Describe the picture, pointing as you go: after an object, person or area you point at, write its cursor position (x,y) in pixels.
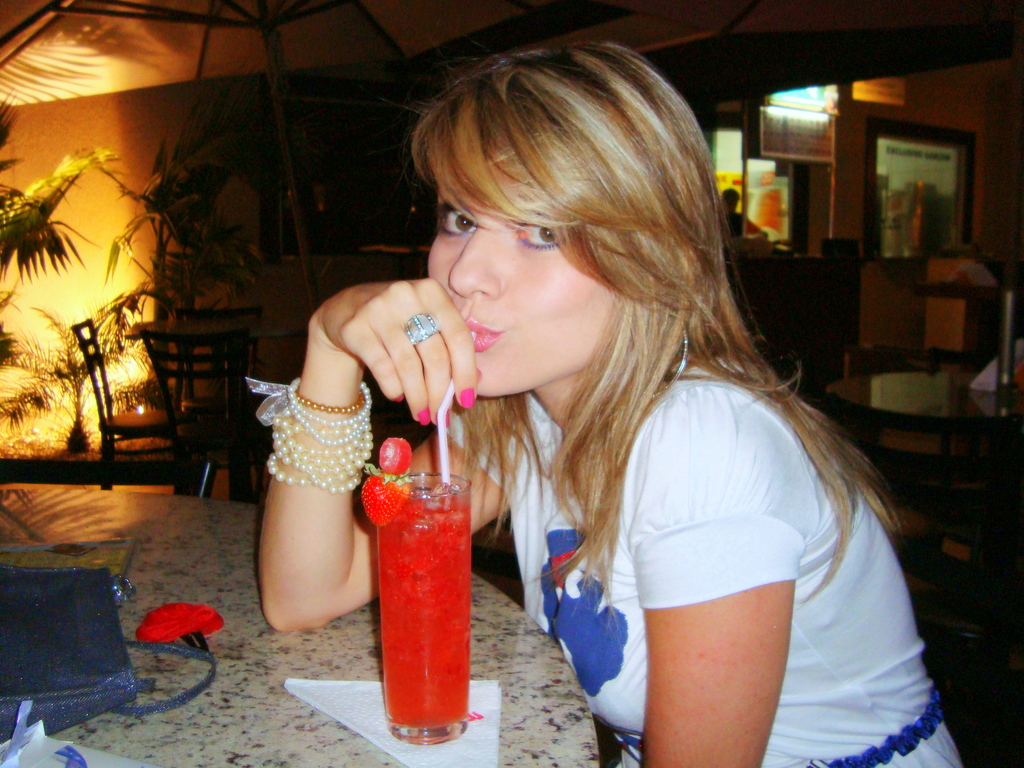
In this image in front (332,556) there is a person (313,551) drinking a juice (438,524). In front of her there is a table (79,507) and on top of it there are clips (166,615), tissues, handbag (119,639). Behind her there are tables (868,382), chairs (989,469). On the left side of the image (157,297) there are plants (173,211), lights (109,239). On the right side of the image (900,298) there is a wall (921,316) with the photo frame (903,216) on it. There is a person (729,232) standing in front of the table (782,274).
